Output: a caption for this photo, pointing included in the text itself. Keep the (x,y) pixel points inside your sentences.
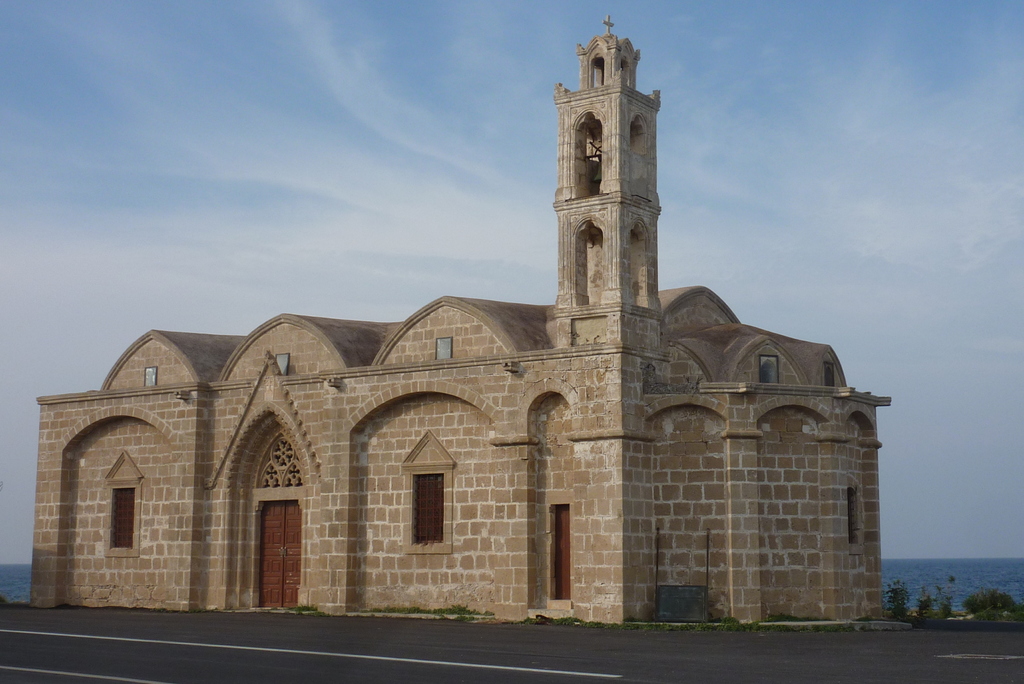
This image consists of a building (471,462). In which there is a door (292,561). At the bottom (392,668), there is a road (195,658). At the top (210,169), there is a sky (204,176).
